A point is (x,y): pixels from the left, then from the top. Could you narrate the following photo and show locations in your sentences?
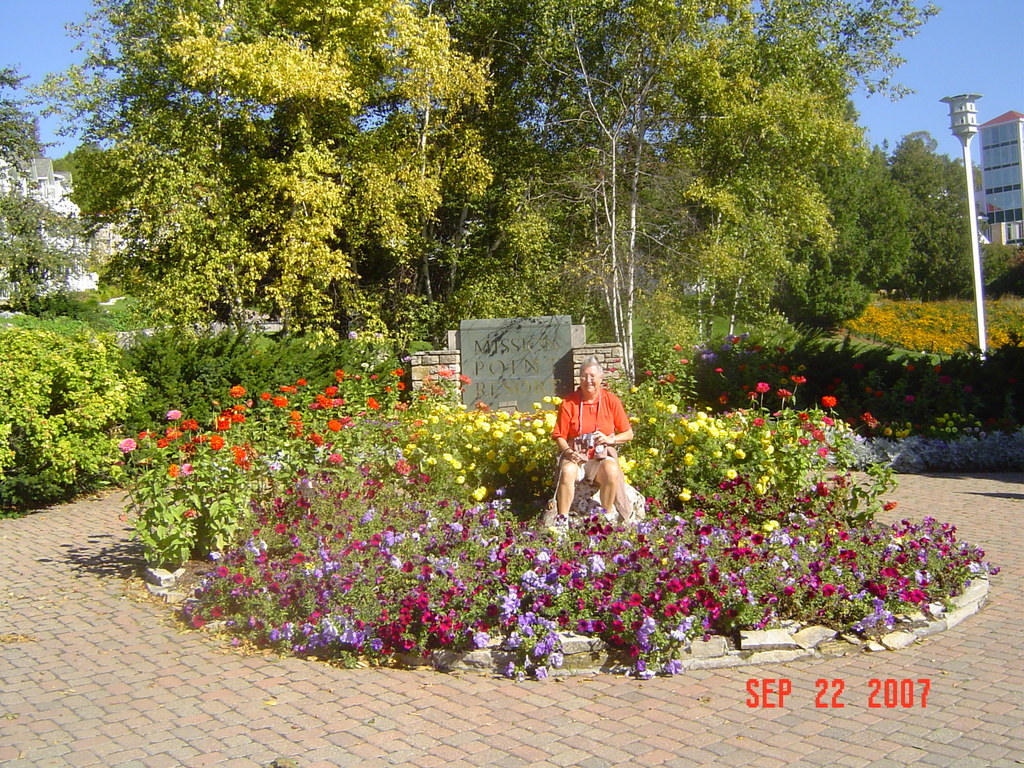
In this picture I can see trees (581,293), buildings (983,166) and I can see pole light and I can see few plants (611,606) and flowers (456,491) and I can see women (597,428) sitting and she is holding something in her hands (579,458) and I can see text (512,379) on the stone (544,397) and I can see text (826,680) at the bottom right corner of the picture (875,692) and I can see a blue sky (956,44).
